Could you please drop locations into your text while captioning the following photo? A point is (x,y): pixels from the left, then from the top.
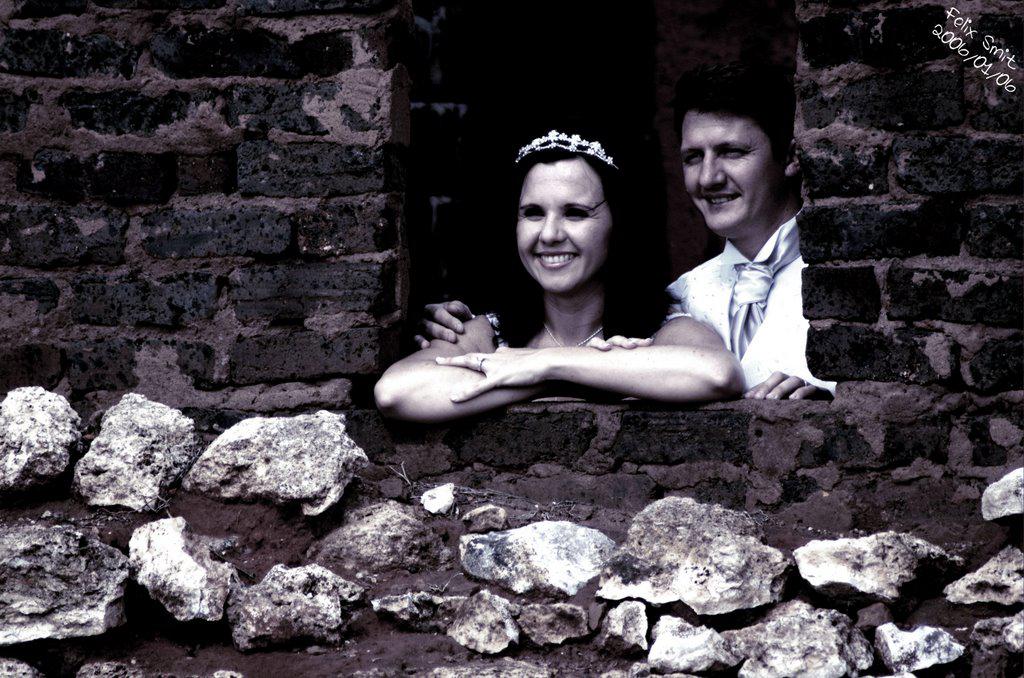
In this image there are two people (703,206) standing inside the building (175,140) and having a smile on their faces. There is some text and a date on the top right of the image (984,76).
